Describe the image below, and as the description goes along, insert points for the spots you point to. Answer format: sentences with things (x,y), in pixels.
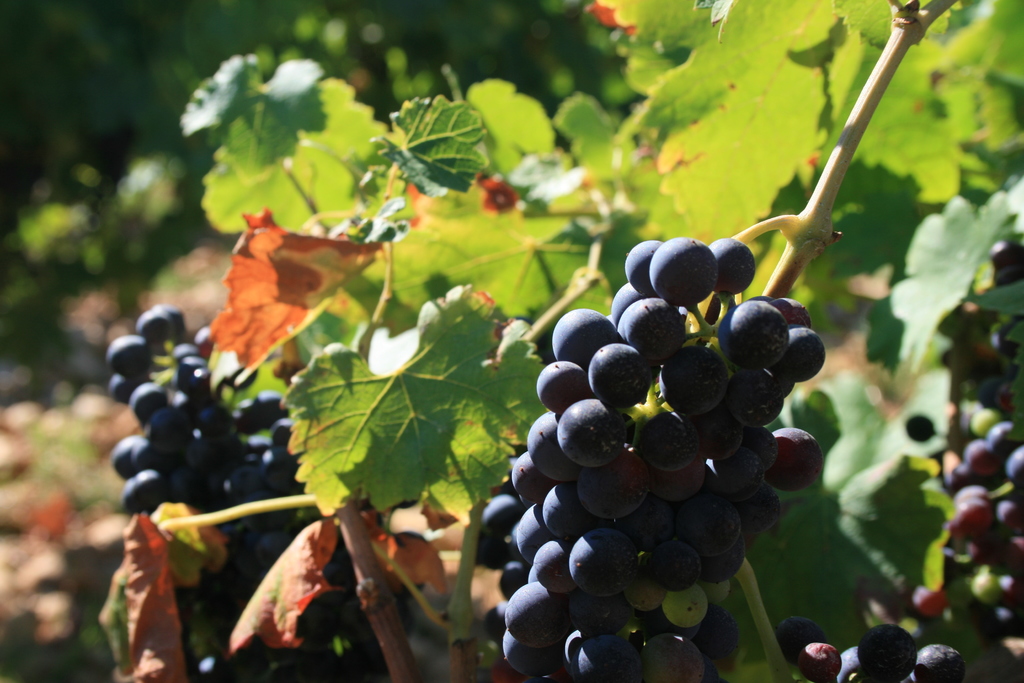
In this image I can see number of black colored berries (812,341) and green leafs (610,144). I can also see this image is little bit blurry from background (204,139).
